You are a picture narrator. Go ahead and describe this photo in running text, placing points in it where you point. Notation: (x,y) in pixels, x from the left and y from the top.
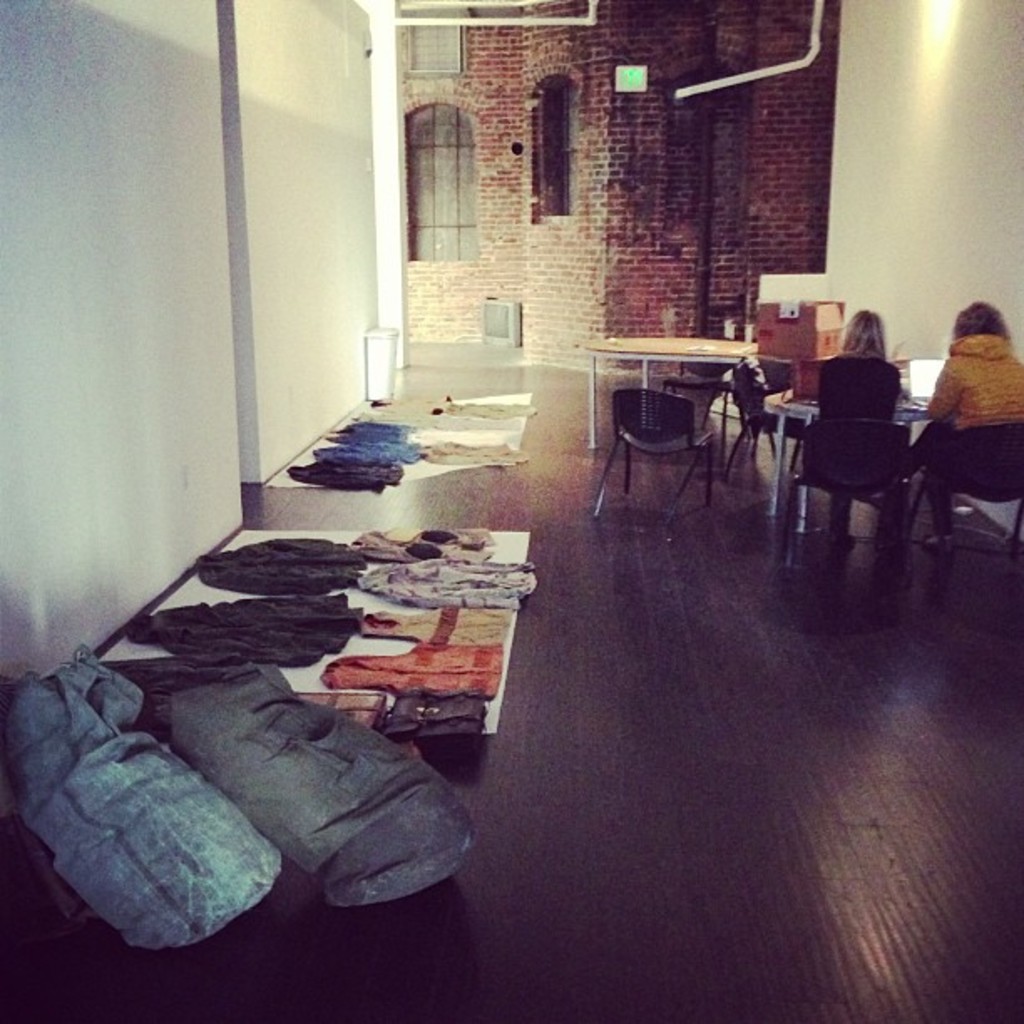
In the image we can see on the floor (519,668) there are backpacks (408,787) and on the cardboard sheet (218,599) there are jackets (295,574) which are kept on it and at the behind there are building (631,204) which is made up of red bricks (546,269) and there are two people (970,398) who are sitting on chair (841,445).
